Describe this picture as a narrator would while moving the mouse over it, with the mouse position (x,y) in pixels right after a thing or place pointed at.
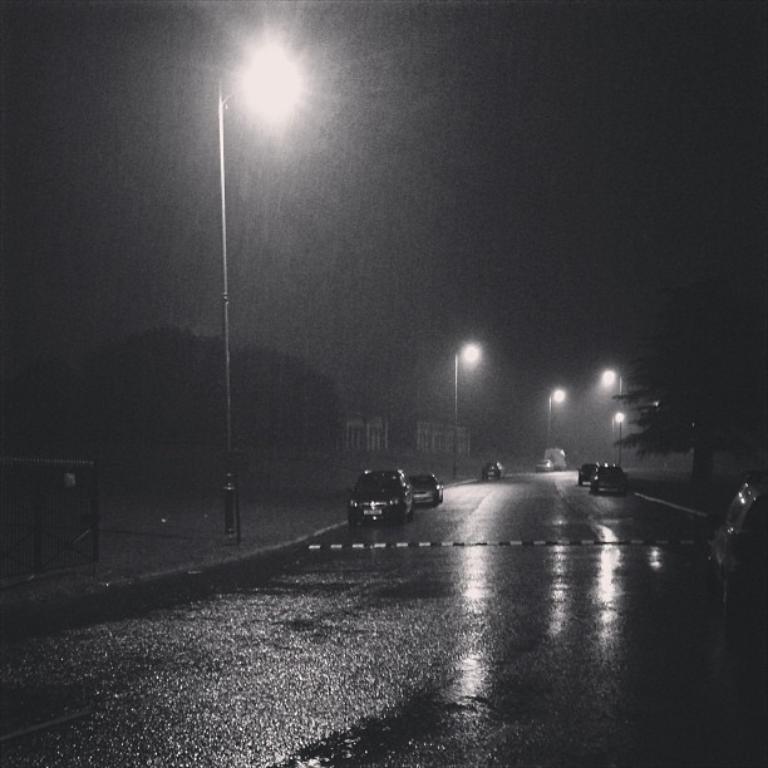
This is a black and white picture, in this image we can see a few vehicles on the road (214,608), there are some street lights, trees (158,406), fence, speed bump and the wall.
